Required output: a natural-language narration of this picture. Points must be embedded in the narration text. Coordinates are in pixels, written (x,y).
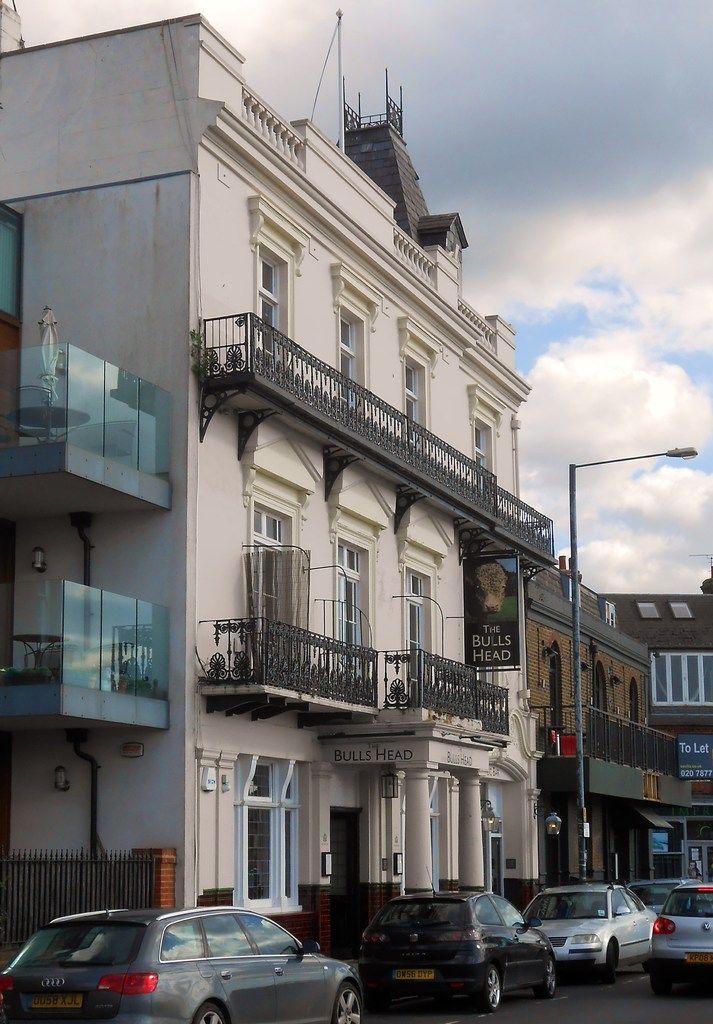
It is a building (226,555) which is in white color, at the down side few cars (566,954) are parked on this road (561,975) and at the top (573,146) it's a cloudy sky (594,164).
